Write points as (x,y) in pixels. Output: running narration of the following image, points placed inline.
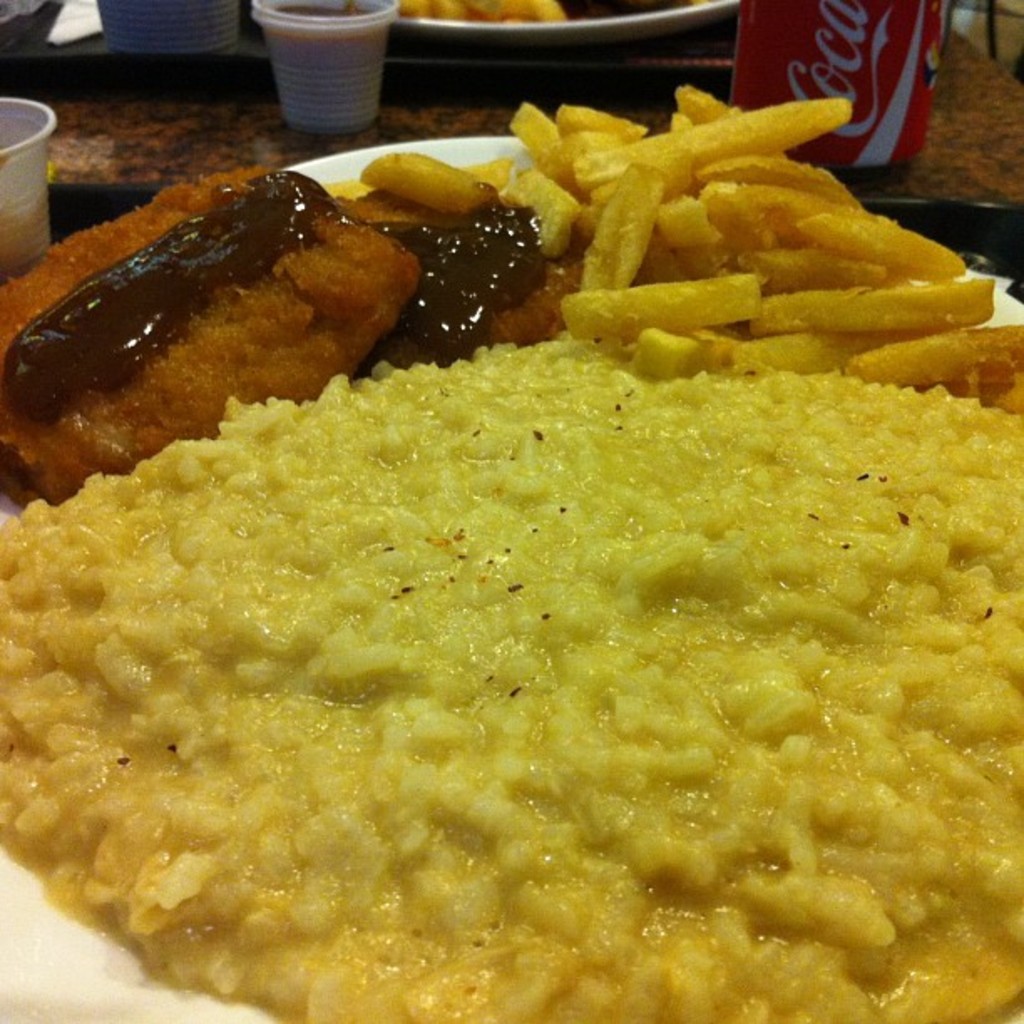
We can see plates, food (951,774), tin (915,81) and cups (307,61) on tables (954,117).
